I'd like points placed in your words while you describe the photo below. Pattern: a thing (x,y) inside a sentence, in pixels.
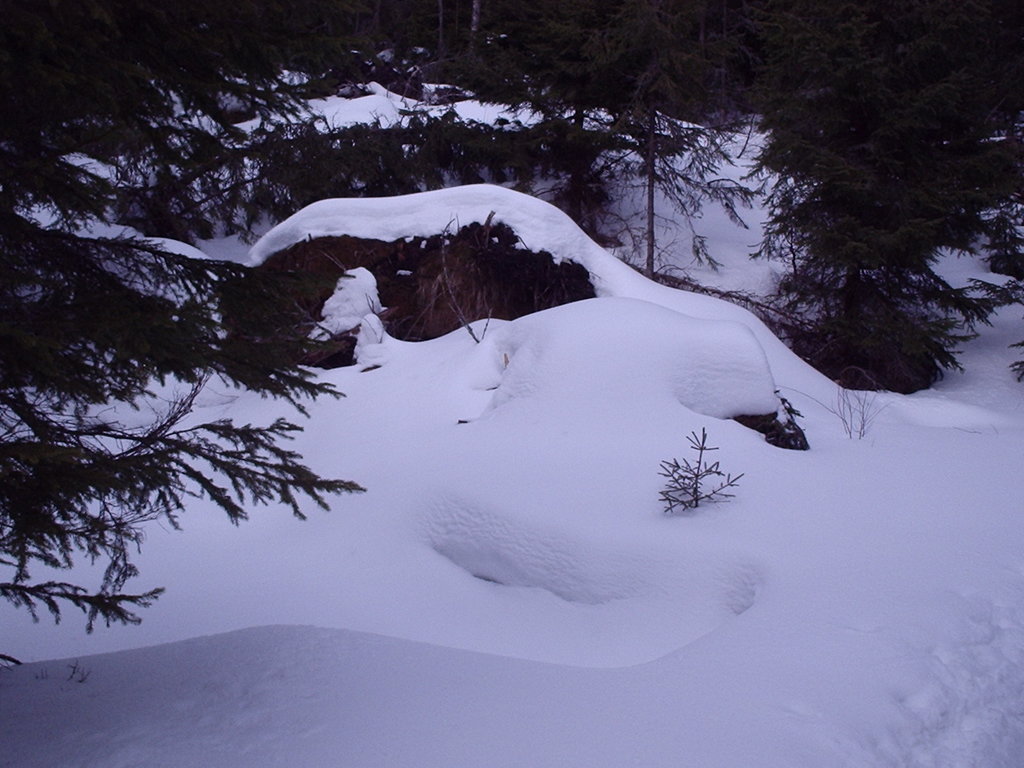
Here we can see snow (153,615) and trees (11,335) are on the ground (786,353).
